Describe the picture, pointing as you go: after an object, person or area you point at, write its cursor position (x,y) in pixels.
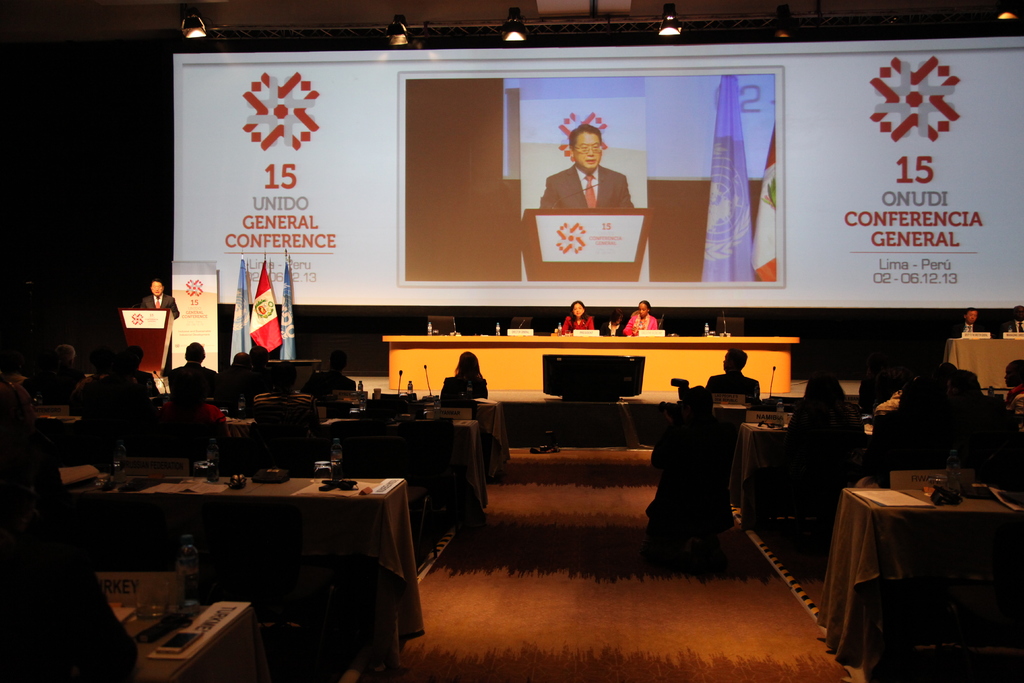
In this image i can see few people (148,386) sitting, on table (426,386) there is a micro phone (431,399) in front of them at the back ground (498,301) there is a podium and a screen (504,221) and a flag (271,312).
